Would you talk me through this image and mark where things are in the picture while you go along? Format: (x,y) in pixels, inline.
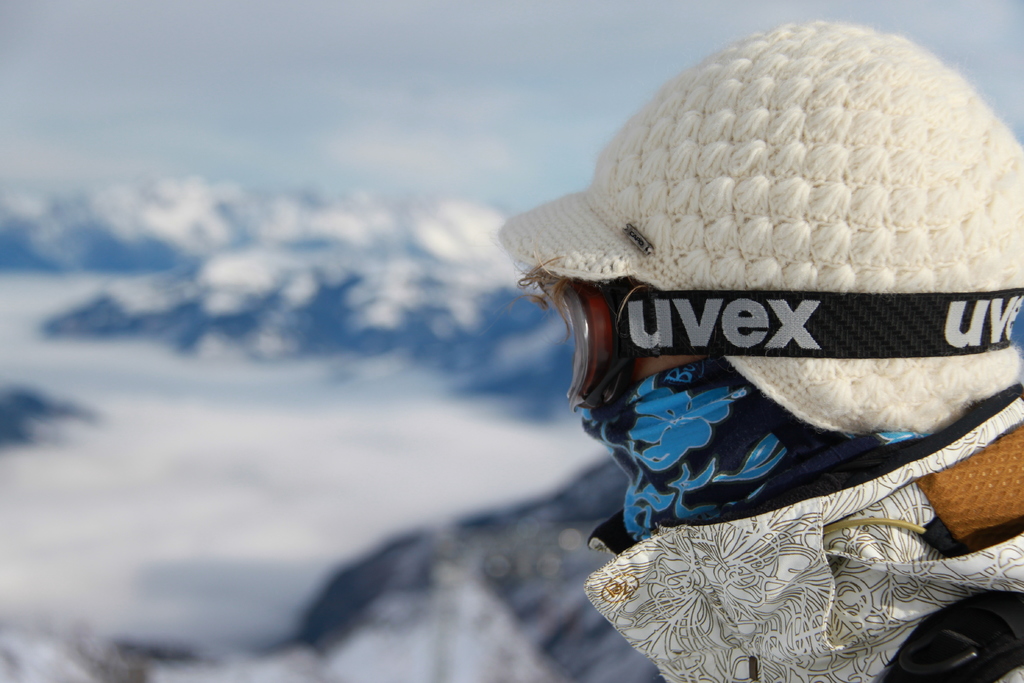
In this picture I can see a human (770,461) wore a cap (818,222) and spectacles (600,351) and I can see hills (543,518) and a cloudy sky (413,61).
